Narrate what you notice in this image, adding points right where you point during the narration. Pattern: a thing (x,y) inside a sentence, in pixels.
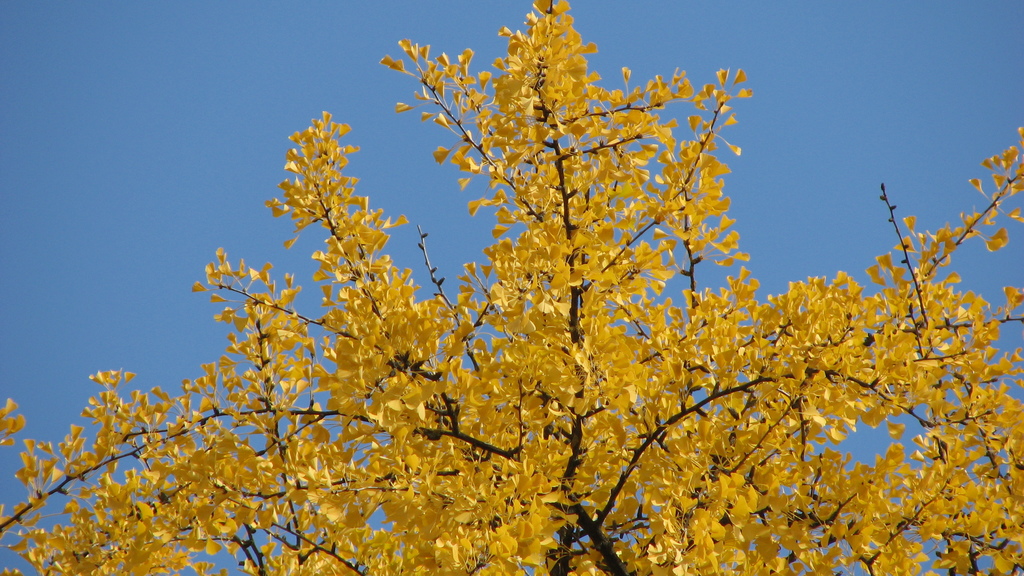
In this picture, there are some plants (833,552) which are in yellow color, in the background (304,25) there is a blue color sky (183,44).
